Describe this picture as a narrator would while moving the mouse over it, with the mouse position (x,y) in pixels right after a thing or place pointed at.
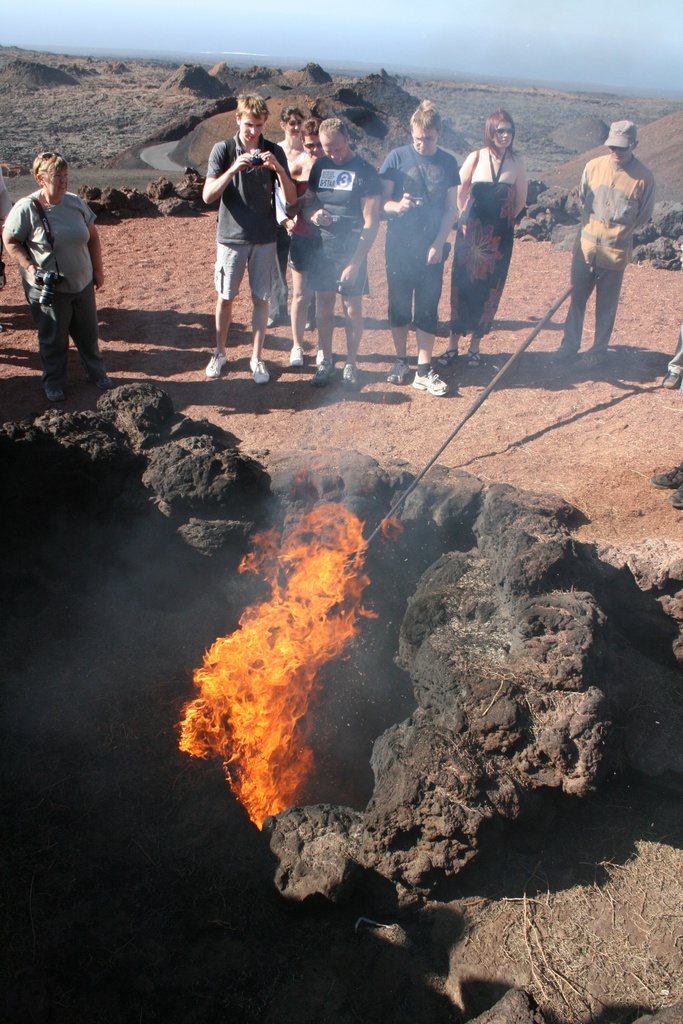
In the center of the image (296,344) we can see some persons (591,194) are standing and some of them are holding cameras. At the bottom of the image (475,840) we can see the rocks (453,657), fire (322,620) and stick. In the background of the image (140,87) we can see the mountains (240,90), water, rocks (146,206) and ground (627,419). At the top of the image (530,9) we can see the sky (524,15).
